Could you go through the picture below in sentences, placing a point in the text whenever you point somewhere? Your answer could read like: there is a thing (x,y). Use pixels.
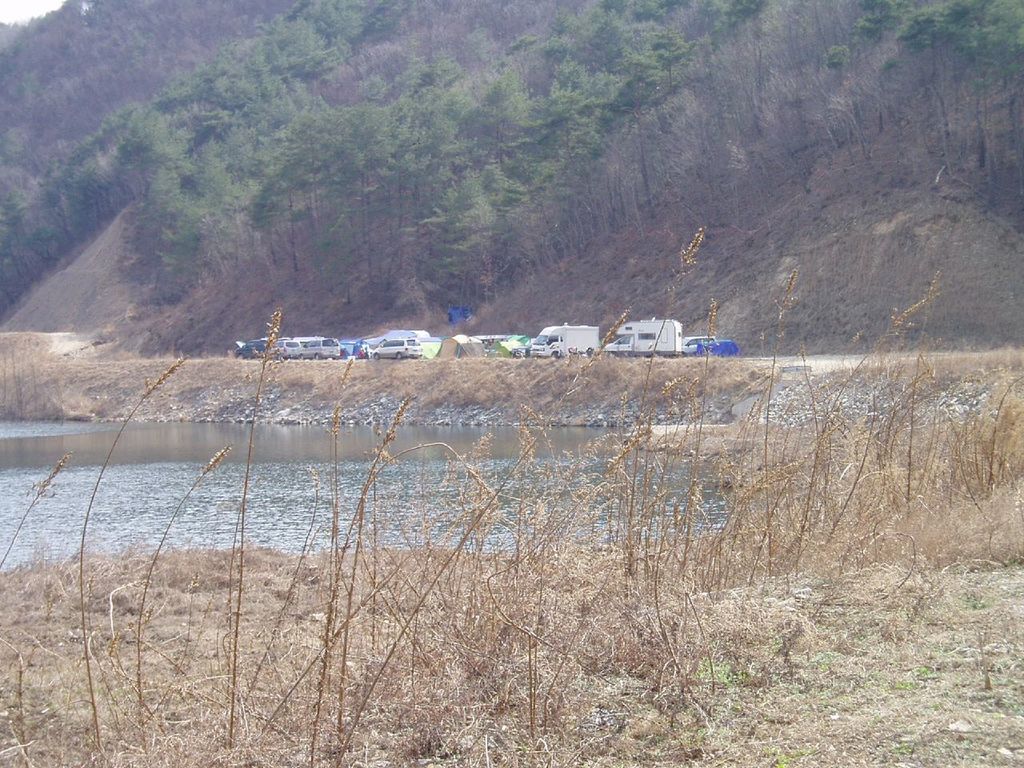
There is a pond (377,499) in the middle of this image (365,433) and there are vehicles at the top side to this pond (406,440). There are some trees (308,175) in the background (382,63). There are some plants (326,663) and some grass (866,649) at the bottom of this image (485,638).
